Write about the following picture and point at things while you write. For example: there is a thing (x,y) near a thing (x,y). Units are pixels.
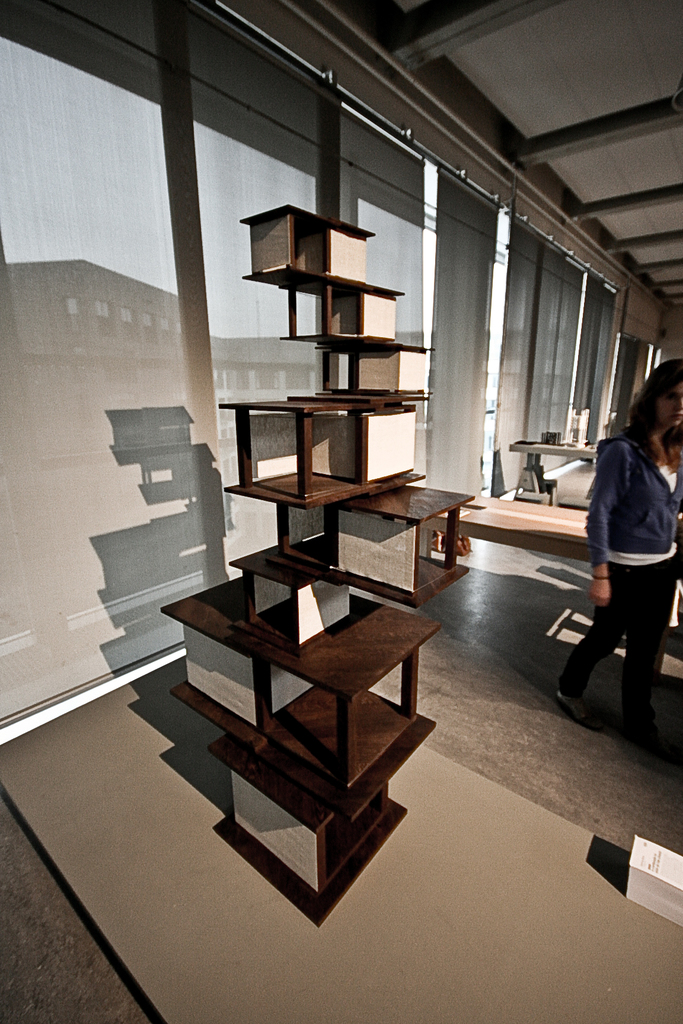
This image is clicked inside. There are tables (545,506). There is a woman (597,628) standing in the right side (634,591), she is wearing blue and black dress (621,591). In the right side (645,863) bottom corner there are some papers (663,884). In the middle (426,501) there is something which is made of wood (247,419).
